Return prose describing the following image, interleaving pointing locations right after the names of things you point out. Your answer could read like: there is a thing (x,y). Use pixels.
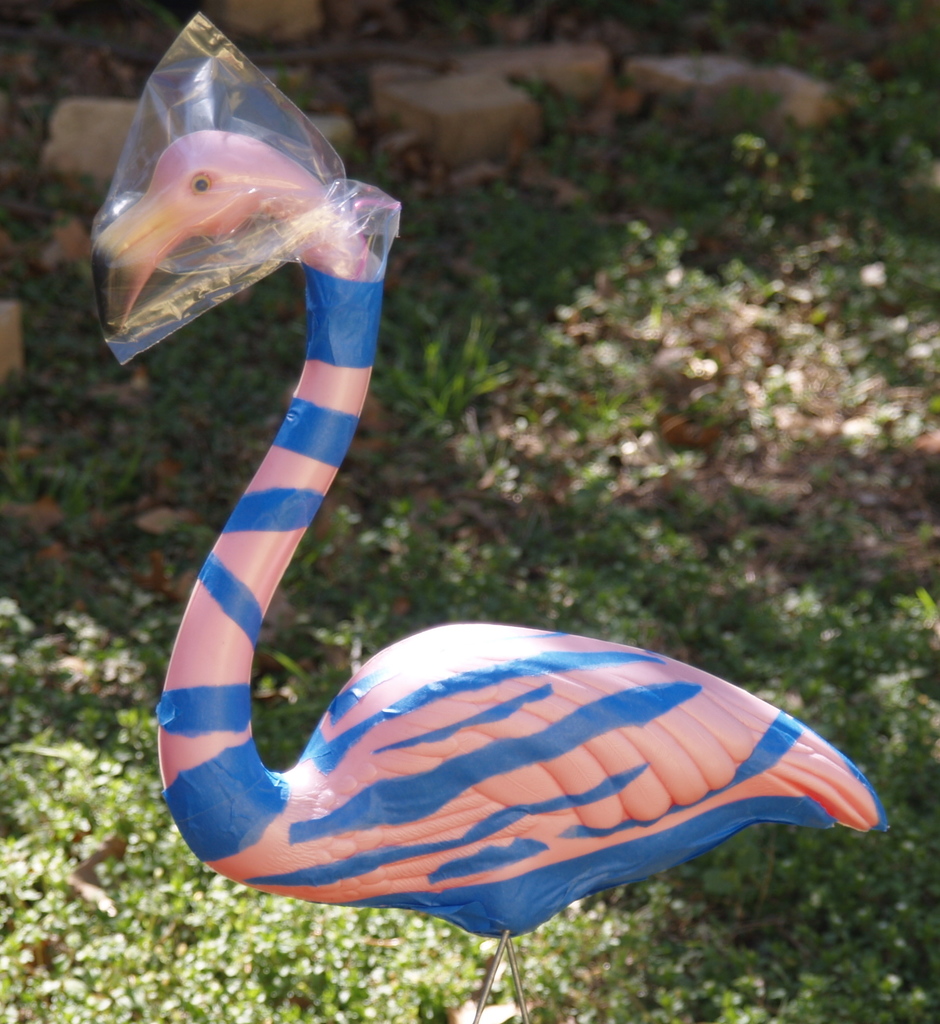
This image is taken outdoors. In this image there are many plants (566,274) on the ground (797,618). In the middle of the image (469,655) there is a toy flamingo (574,846). At the top of the image (50,138) there are a few stones (529,100) on the ground (641,167).
